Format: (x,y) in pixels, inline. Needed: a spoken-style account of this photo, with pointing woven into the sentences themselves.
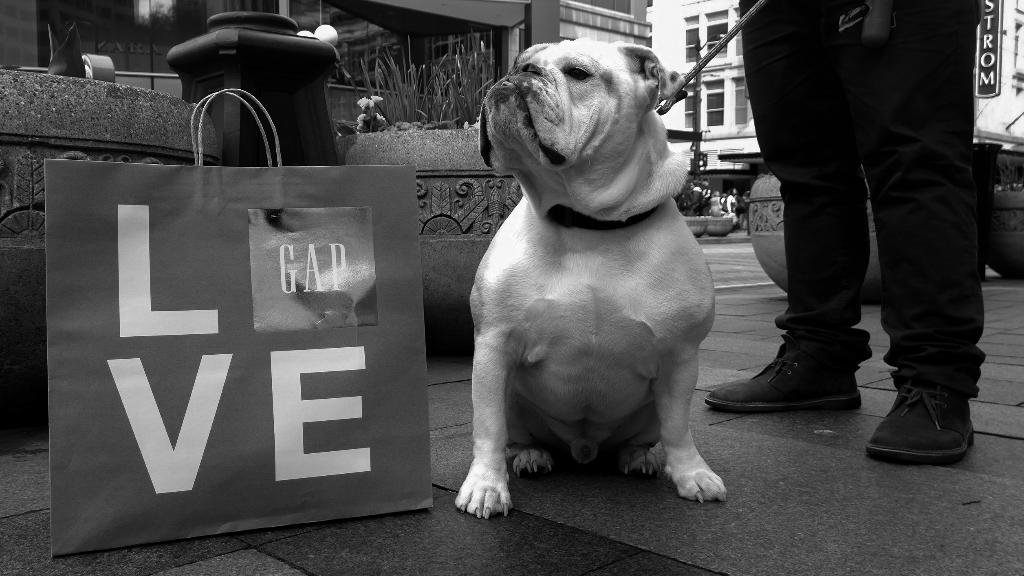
This is a black and white picture. In Front of the picture we can see a carry bag (369,328), dog (630,208). This man (747,45) standing near to the dog (640,278). On the background (766,200) we can see building (693,17), plants (441,111) with pots (440,192) and few persons (740,210) near to the building (728,189).
